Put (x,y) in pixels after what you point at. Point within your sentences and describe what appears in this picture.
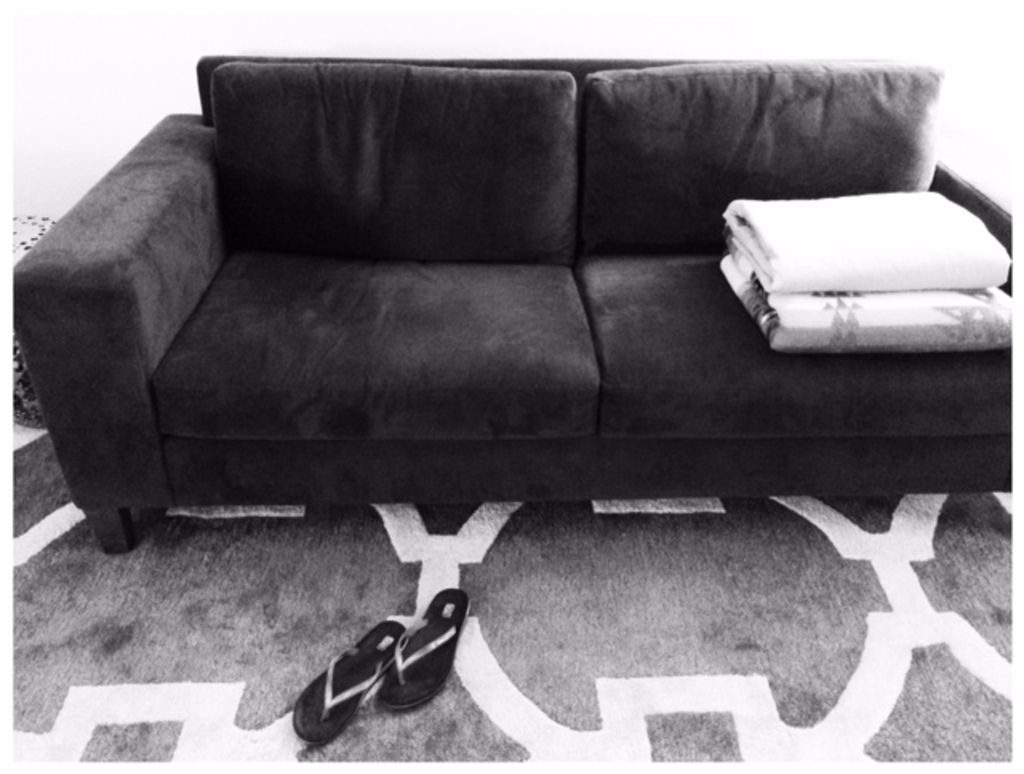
In this image we can see a sofa (462,187) and blanket (841,253) on it. There is a pair of slippers (414,660) on the floor (24,741).
